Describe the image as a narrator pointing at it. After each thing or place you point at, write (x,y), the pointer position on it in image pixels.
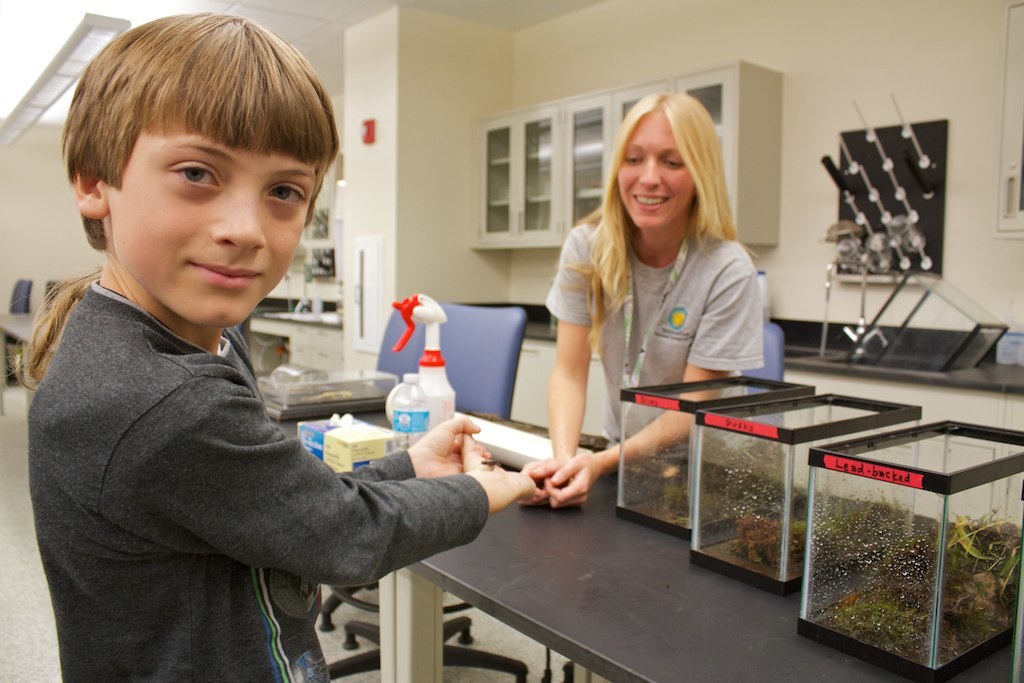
This picture describes about two people (234,360) in front of them we can see couple of boxes (702,464), bottles (411,423), papers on the table (673,563) and also we can see couple of chairs (466,338) and racks (590,126) behind to them.
